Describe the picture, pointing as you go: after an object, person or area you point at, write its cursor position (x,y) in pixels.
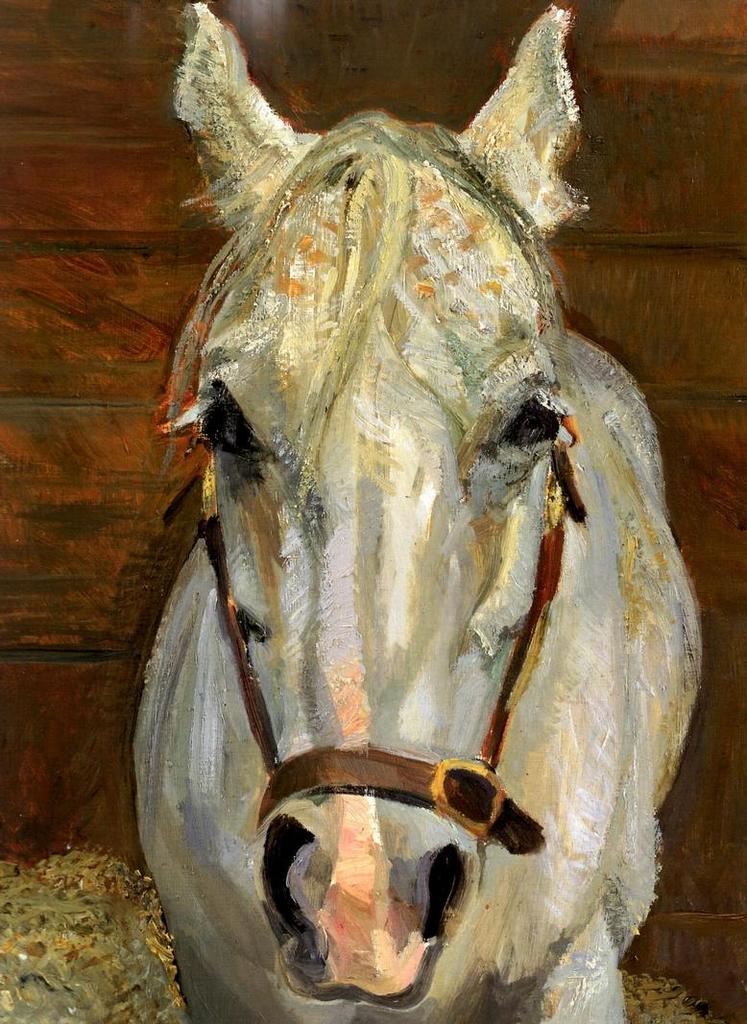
In the picture we can see a painting (542,754) of the horse (395,368) from the front which is white in color and tied with the belts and in the background (736,235) we can see a wooden wall (151,361).
